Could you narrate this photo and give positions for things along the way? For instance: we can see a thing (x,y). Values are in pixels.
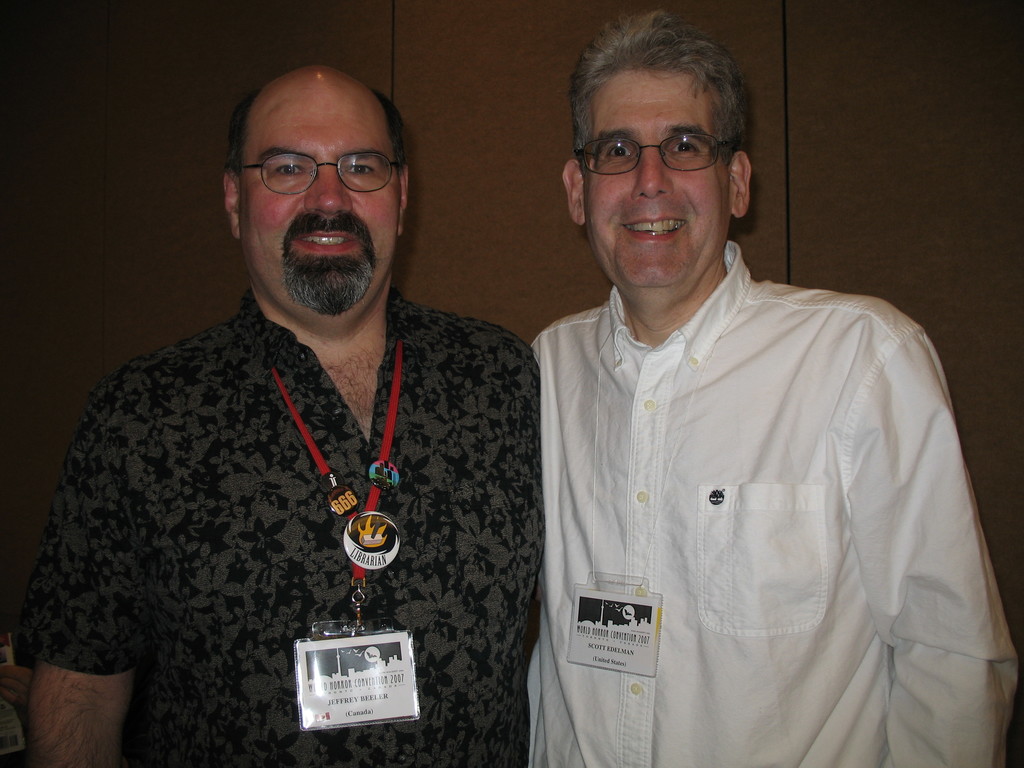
In this image we can see two men (491,453), they are wearing access cards (340,681) with text (369,696) on them, behind them we can see the wall (809,132).
